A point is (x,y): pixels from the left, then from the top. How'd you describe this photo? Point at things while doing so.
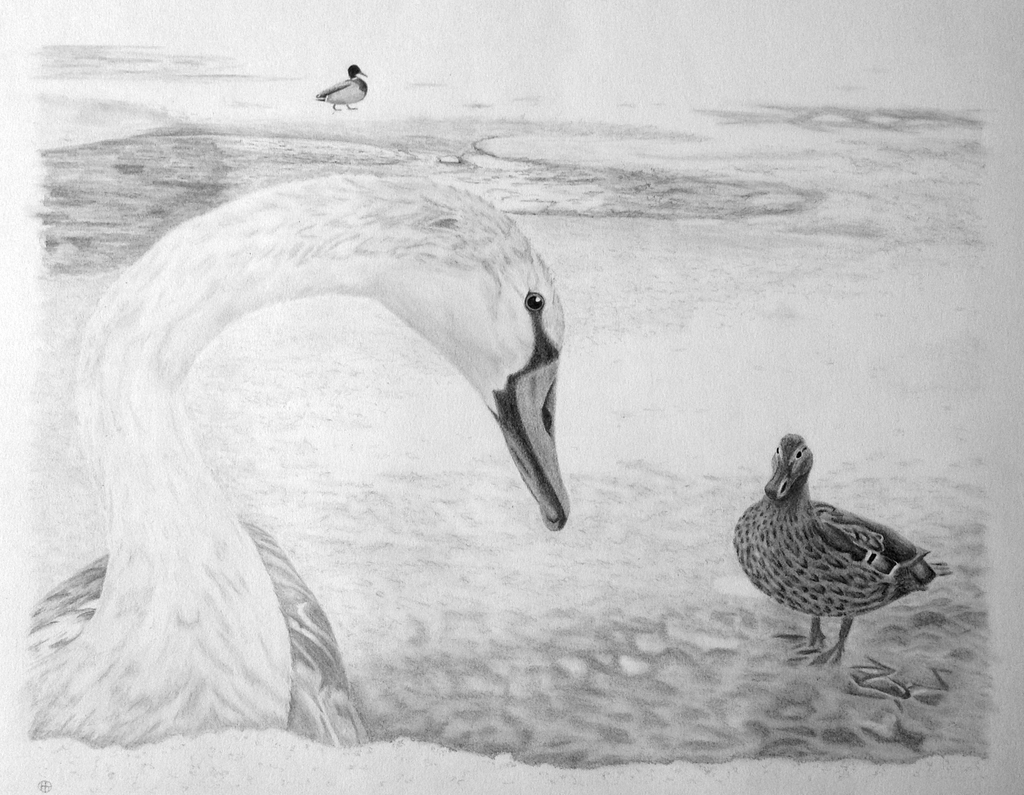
In this picture we can see drawing of a swan (325,277) and ducks (900,555).
